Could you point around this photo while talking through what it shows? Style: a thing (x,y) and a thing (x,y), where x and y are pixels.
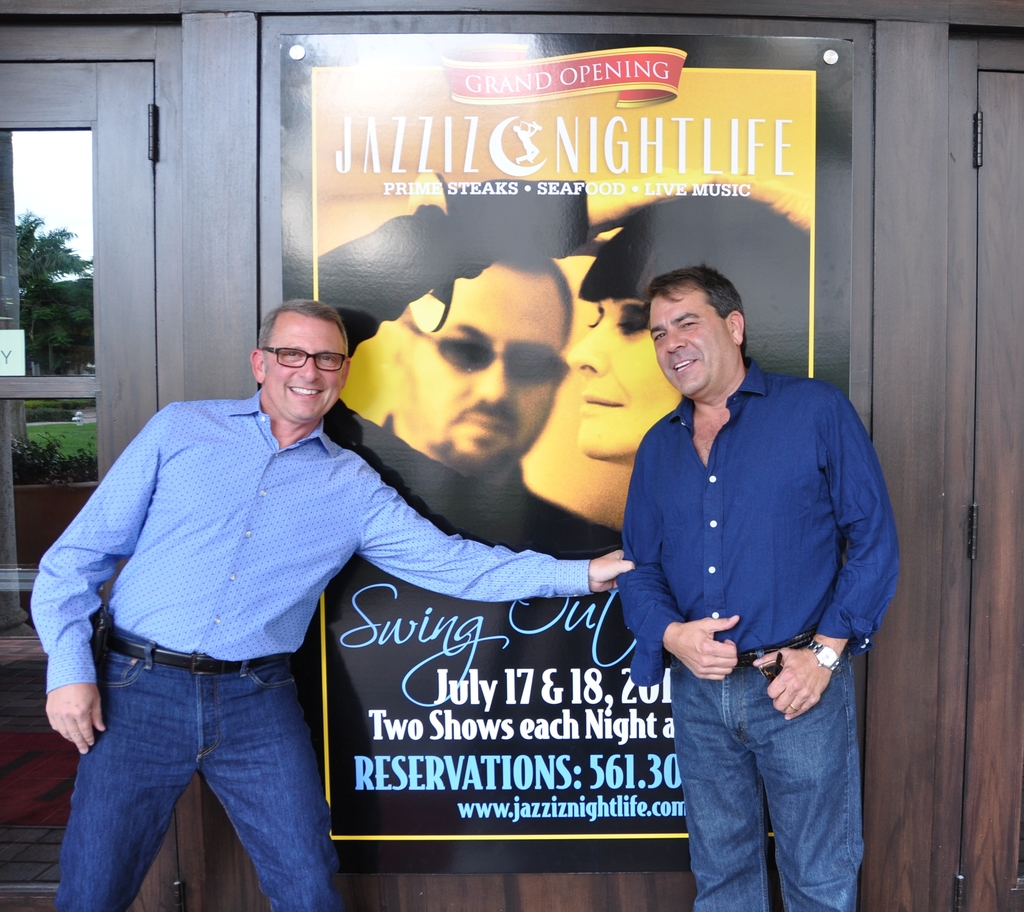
There are two persons (423,576) standing at the bottom of this image (785,610). We can see a poster (517,274) and a wooden wall (271,222) in the background (518,194). We can see a glass door (28,407) on the left side of this image (36,447).
